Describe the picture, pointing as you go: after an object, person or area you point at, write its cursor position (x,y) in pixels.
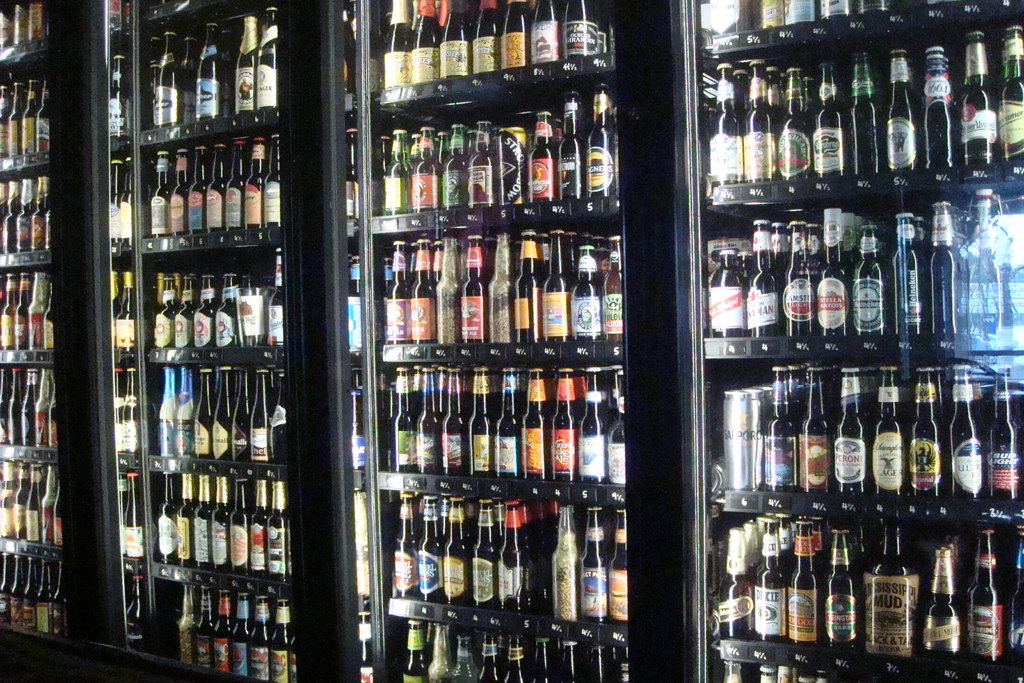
In this image I can see the beer fridge (647,381). I can see the colorful stickers (571,387) to the beer bottles (510,394). The rack (745,37) is in black color.
